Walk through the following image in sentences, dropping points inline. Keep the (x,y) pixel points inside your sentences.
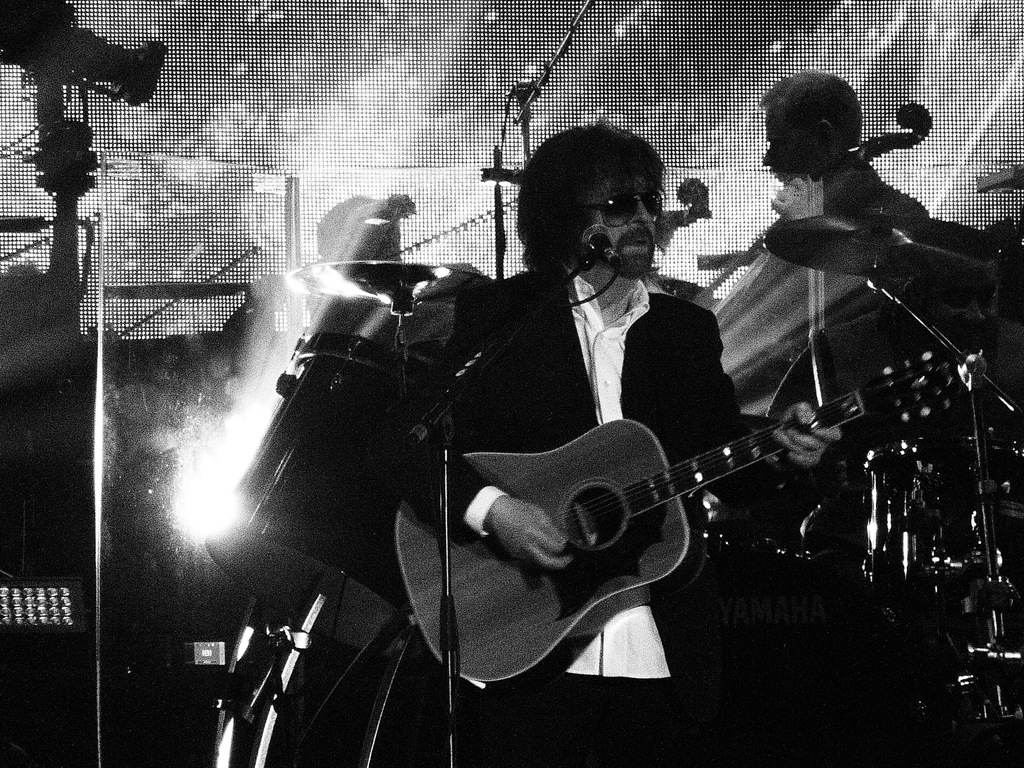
In the image we can see there are people (652,335) who are standing and there is a man (634,410) who is holding a guitar (648,568) and another man (825,142) at the back (838,204) is standing and the image is a black and white picture.
